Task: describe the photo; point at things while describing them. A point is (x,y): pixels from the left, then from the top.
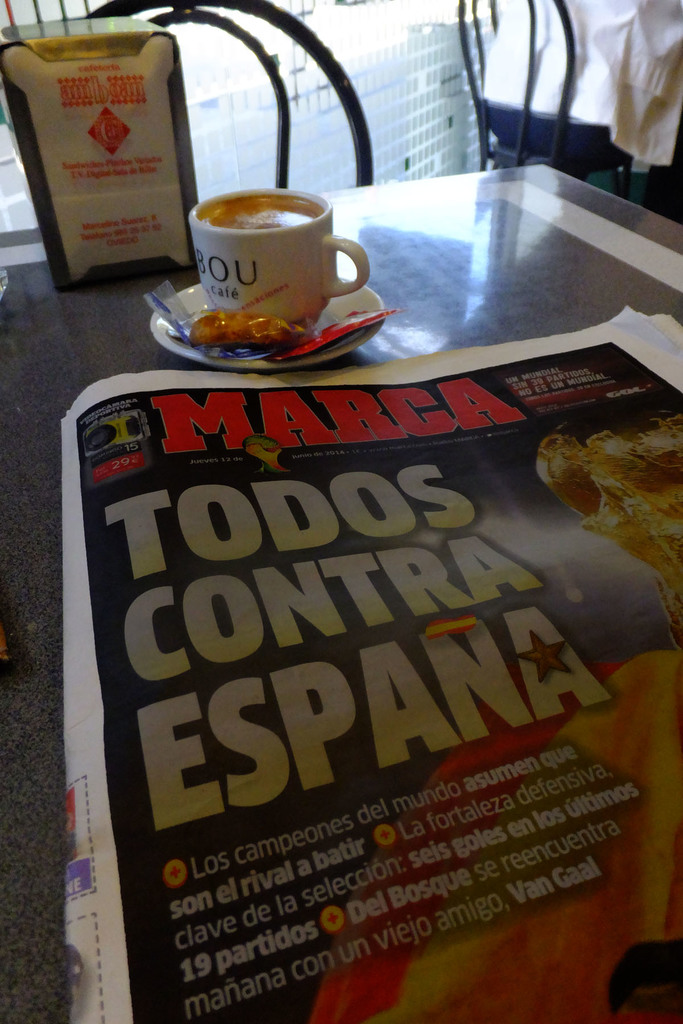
This picture is clicked in a restaurant (530,232). There is a table (506,259) and chairs (359,141). On the table (530,292) there is a newspaper (534,563), cup (290,228) and saucer (366,295), few packets (299,339) in the saucer (366,306) and a small board (90,176) with text (89,170) on it. Beside the table (569,232) there is a glass wall (364,63). In the background (508,99) there is a person (588,71) sitting on chair (568,56).
